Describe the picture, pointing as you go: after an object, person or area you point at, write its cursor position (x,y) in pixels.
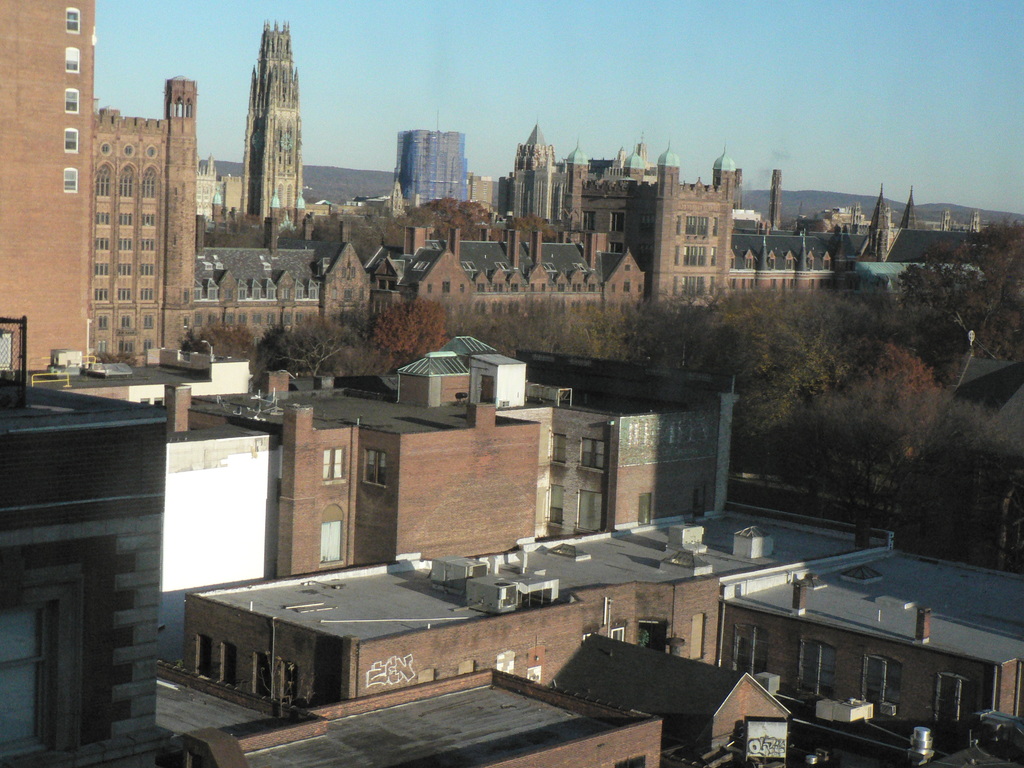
In this image I can see buildings (438,542), trees (894,289), towers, mountains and the sky (604,128). This image is taken may be during a day.
